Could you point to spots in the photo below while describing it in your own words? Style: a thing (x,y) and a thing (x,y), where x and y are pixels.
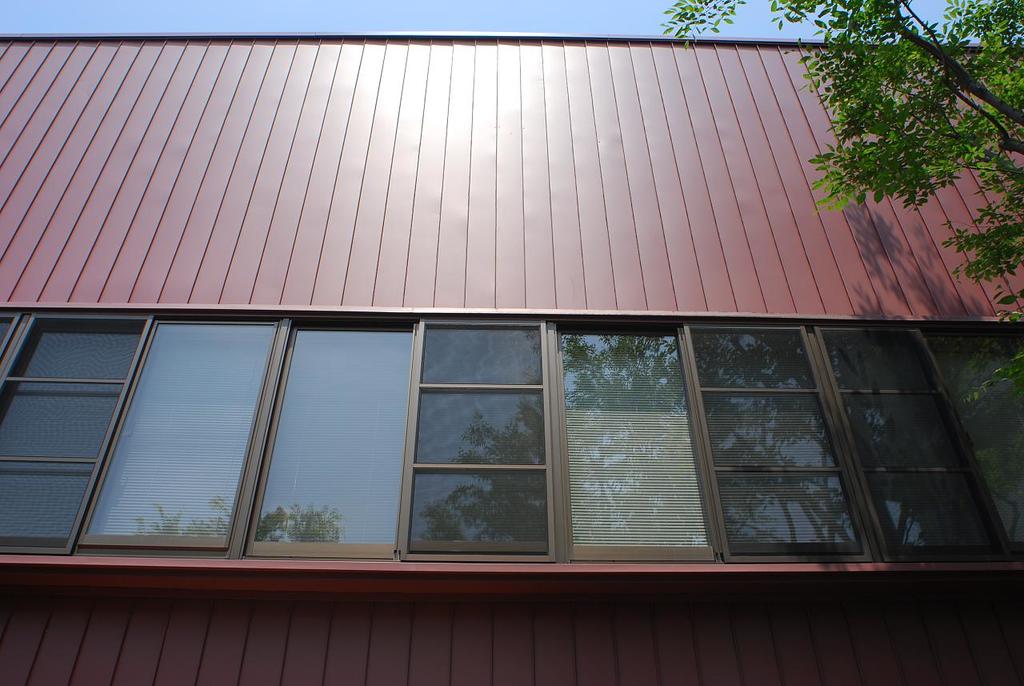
This picture is clicked outside. In the center (483,449) we can see the windows (355,404) and the roof (437,140) of the house (242,177). On the right corner (918,46) we can see the tree (849,46). In the background (394,22) there is a sky (224,17).
